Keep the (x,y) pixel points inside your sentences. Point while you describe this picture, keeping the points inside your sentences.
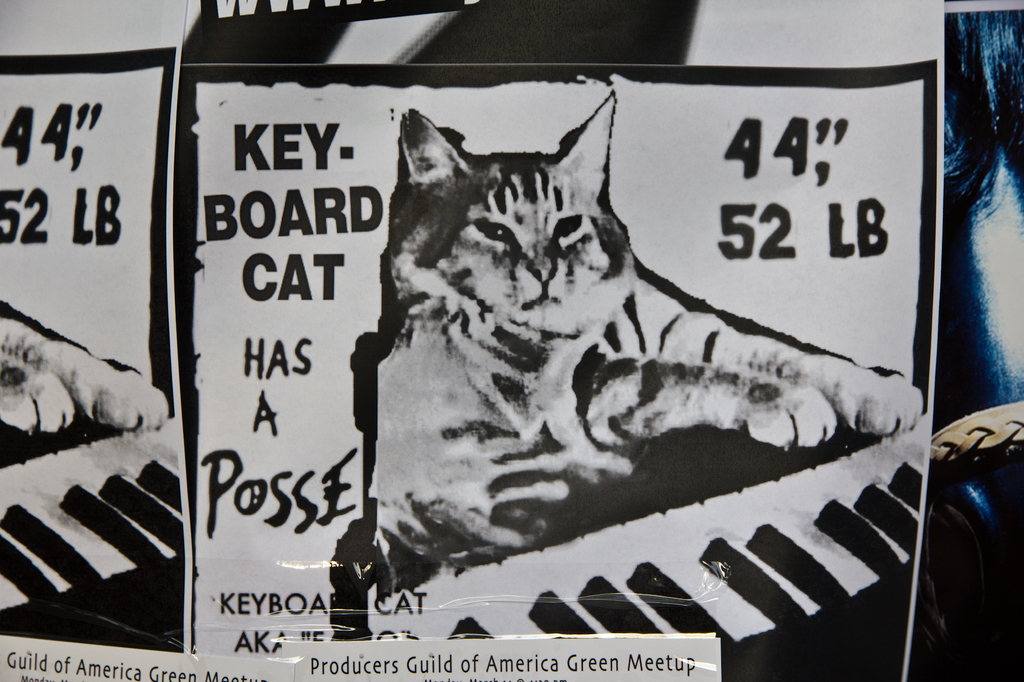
In this picture we can see posters (75,566), papers (650,675), belt (984,439) and on these posters (480,199) we can see cats (829,377), keyboards (648,563) and some text (262,234) and in the background (949,47) we can see some objects (967,121).
